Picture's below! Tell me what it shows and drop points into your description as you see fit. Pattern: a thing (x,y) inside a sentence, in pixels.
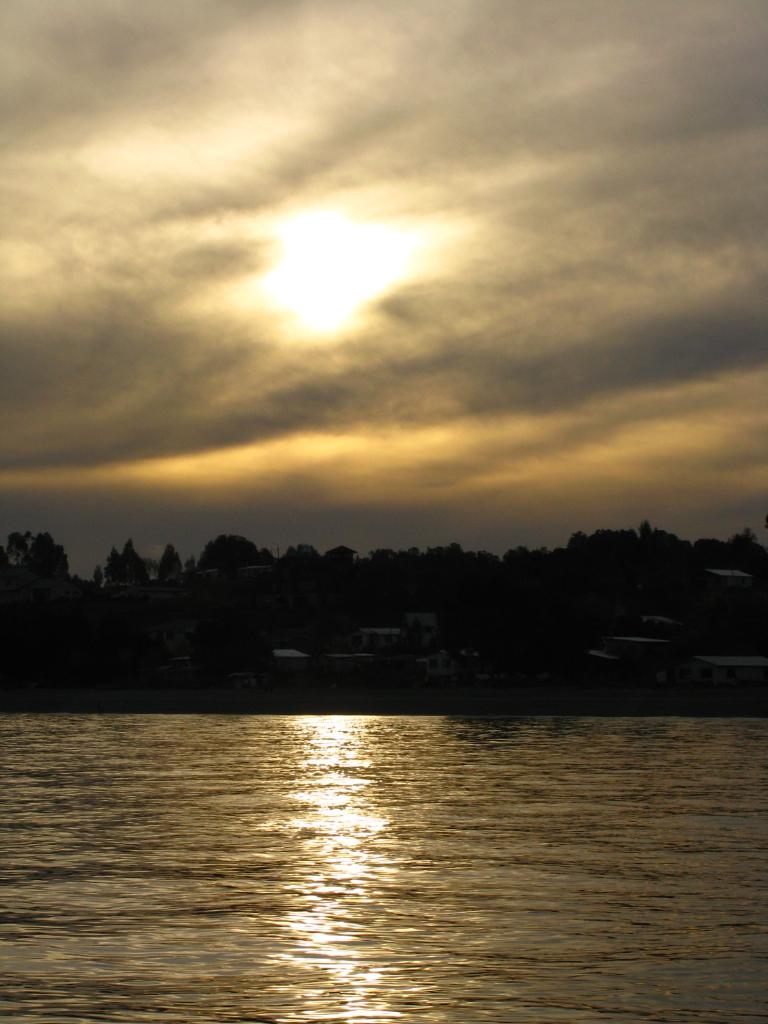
In this image I can see water (509,925) in the front (679,941). In the background (269,559) I can see number of trees (393,600), few buildings (430,672), clouds (375,224), the sky (346,186) and the sun (346,260).
